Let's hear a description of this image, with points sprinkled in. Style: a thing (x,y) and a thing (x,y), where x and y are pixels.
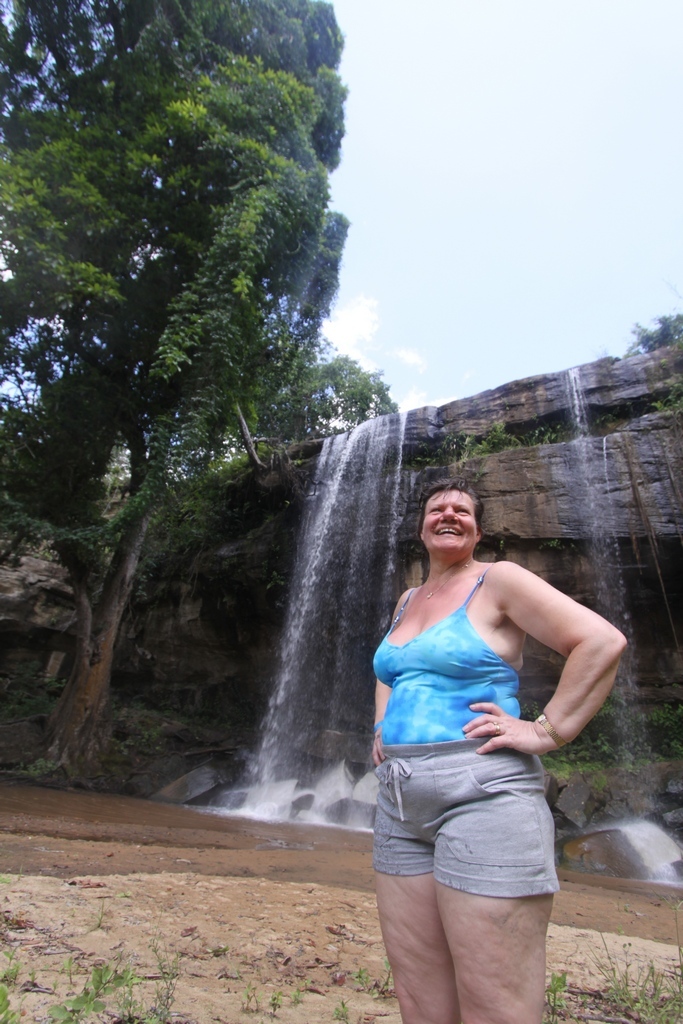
In this picture there is a woman (434,692) standing, wearing blue color dress (446,697) and she is smiling. There is some grass (85,1007) on the land (594,993). We can observe waterfalls (346,519). There are some trees (156,273). In the background (544,159) there is a sky (515,202).
